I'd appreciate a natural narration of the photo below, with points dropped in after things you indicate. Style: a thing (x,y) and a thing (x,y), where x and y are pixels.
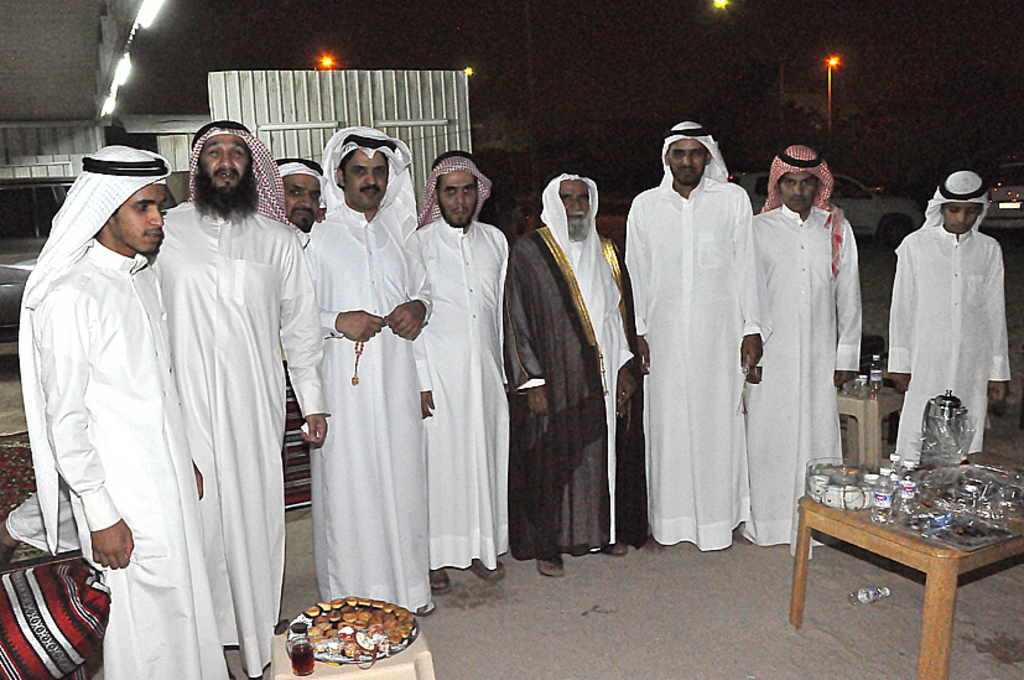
In this image there are few persons (717,269) standing outside a building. They are wearing white clothes (770,321). There are foods (412,639) on the table (873,524) in front of them. In the background (883,213) there is road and some vehicles (853,205) are going through the road (866,310).
